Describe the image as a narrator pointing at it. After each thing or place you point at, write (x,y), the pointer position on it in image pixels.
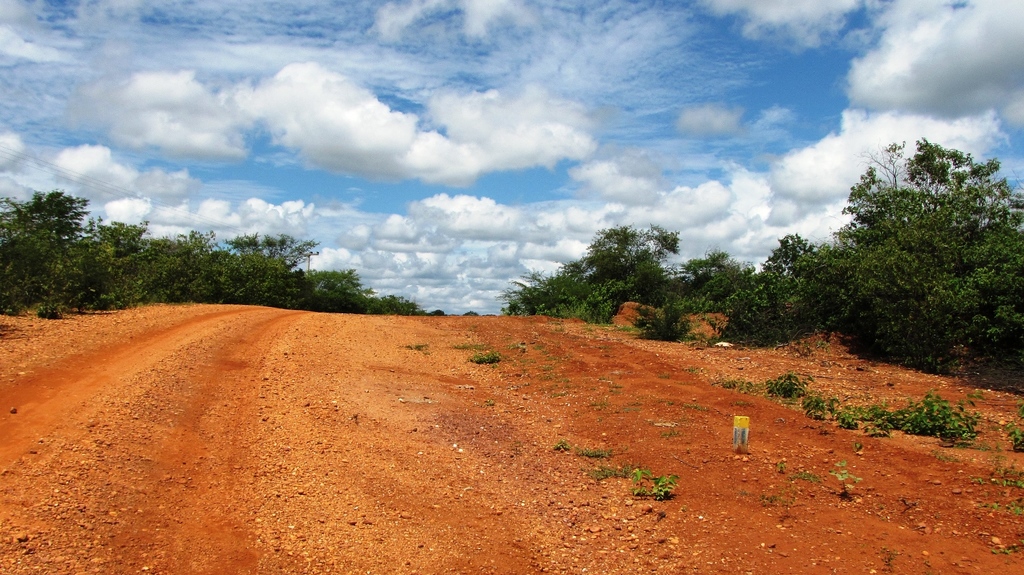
In this picture there is a mud road (372,430) and there are trees (241,274) on either sides of it and the sky (420,152) is cloudy.
